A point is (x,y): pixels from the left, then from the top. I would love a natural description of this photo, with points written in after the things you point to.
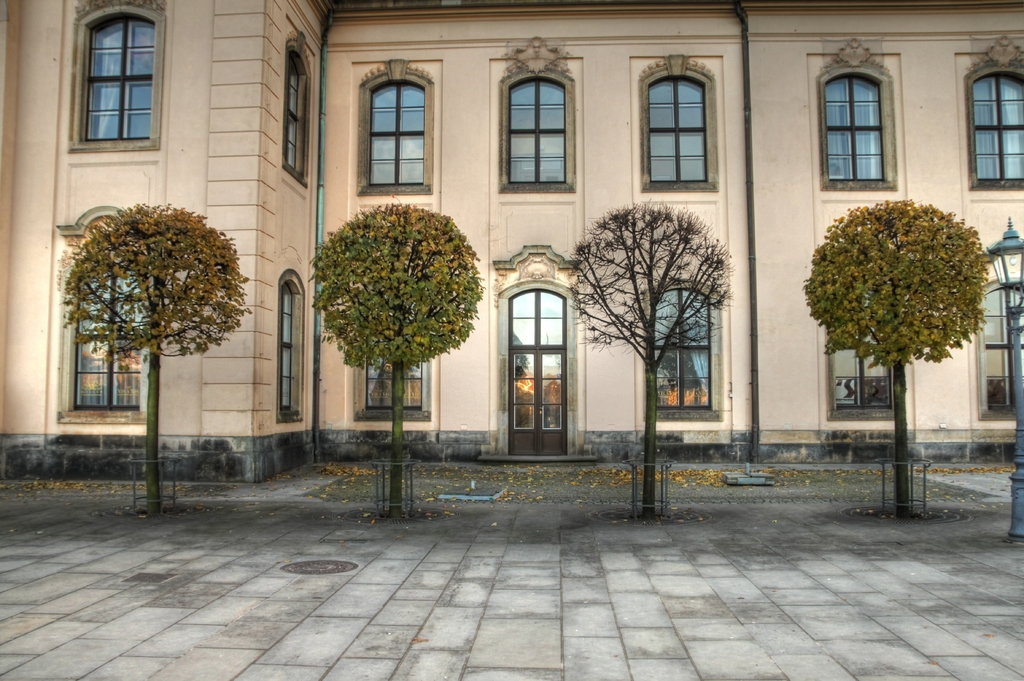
In this picture i can see the building (610,210). In-front of the building (603,204) i can see the trees (156,381) and steel net box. At the top (152,133) i can see many windows (991,171), beside that there is a door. On the right (1012,255) there is a street light (1012,255).
